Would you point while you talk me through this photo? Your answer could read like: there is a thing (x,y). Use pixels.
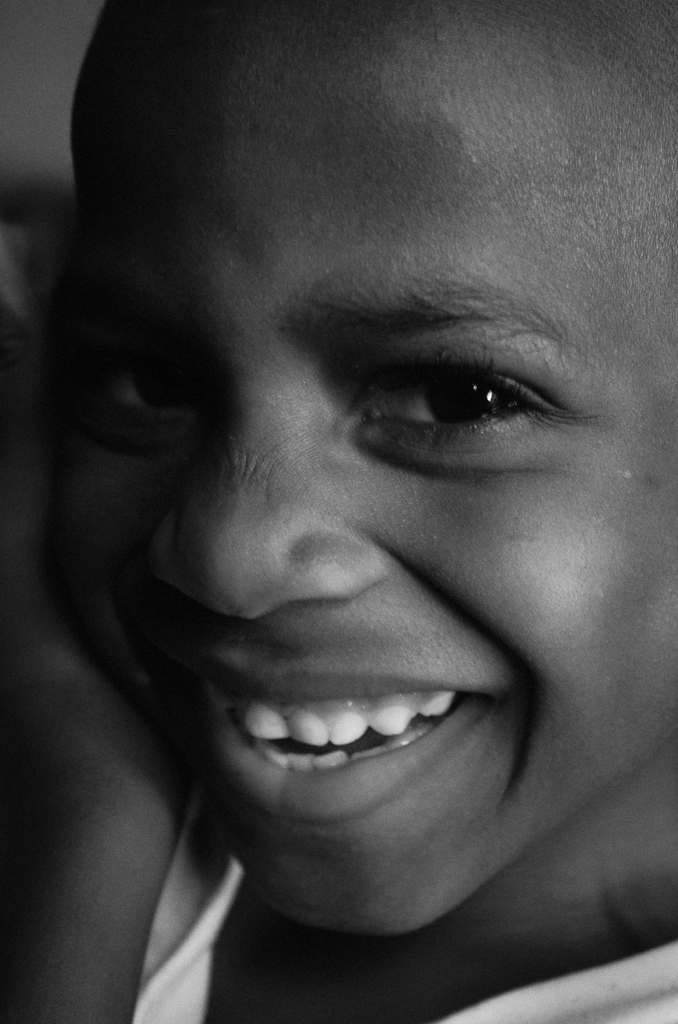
This is black and white picture, in this picture we can see a kid (304,895).
